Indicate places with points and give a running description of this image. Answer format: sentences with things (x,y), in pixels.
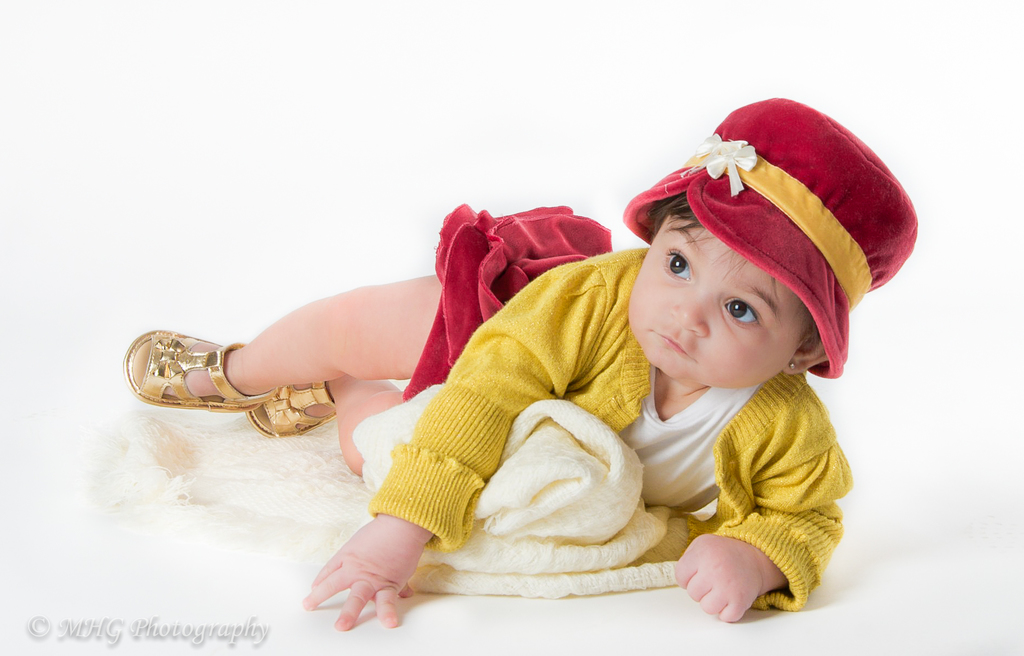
In this image, we can see a kid (455,545) in the lying position, she is wearing a hat (751,195).
